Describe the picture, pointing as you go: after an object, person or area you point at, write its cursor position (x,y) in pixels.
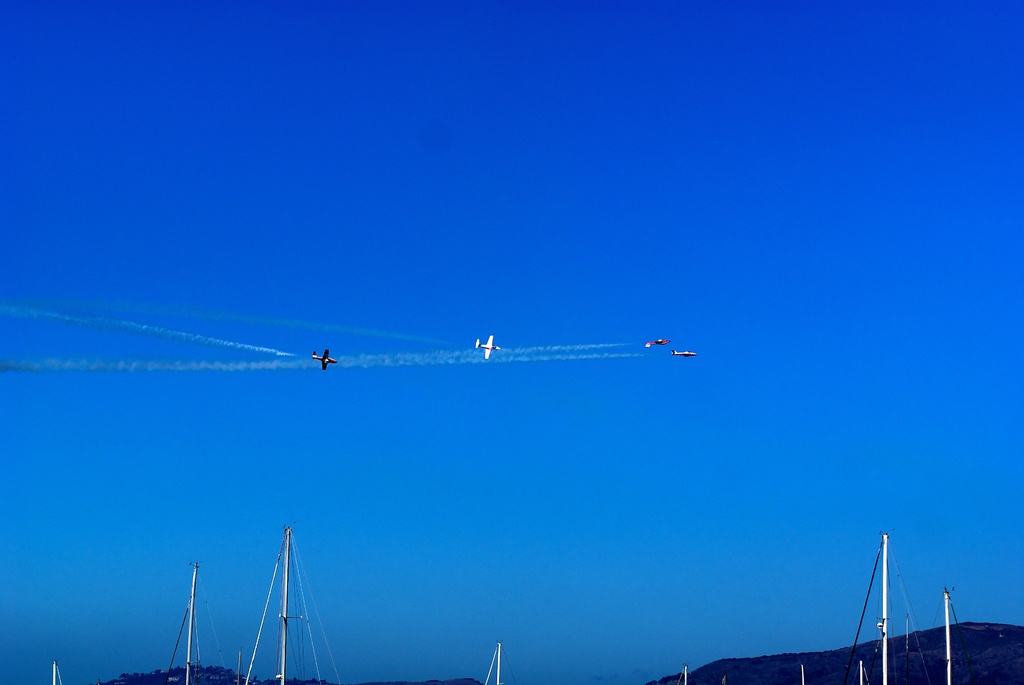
In this picture we can observe four airplanes (498,349) flying in the air (374,285). We can observe some poles (191,639) and a hill (970,637). In the background (711,280) there is a sky (663,282).
